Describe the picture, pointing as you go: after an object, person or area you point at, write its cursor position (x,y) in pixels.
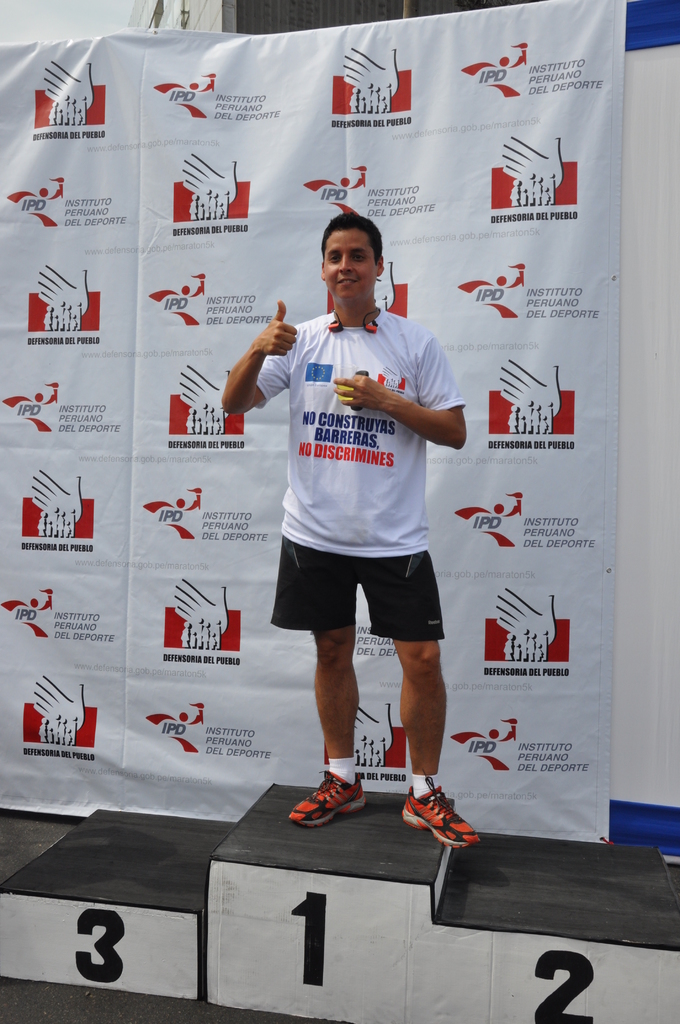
In this picture I can see a man (383,617) standing and I can see banner (402,135) in the back (509,388) with some logos (343,185) and text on it and I can see text (340,454) on the t-shirt (359,439) and looks like a wall (214,13) in the back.
